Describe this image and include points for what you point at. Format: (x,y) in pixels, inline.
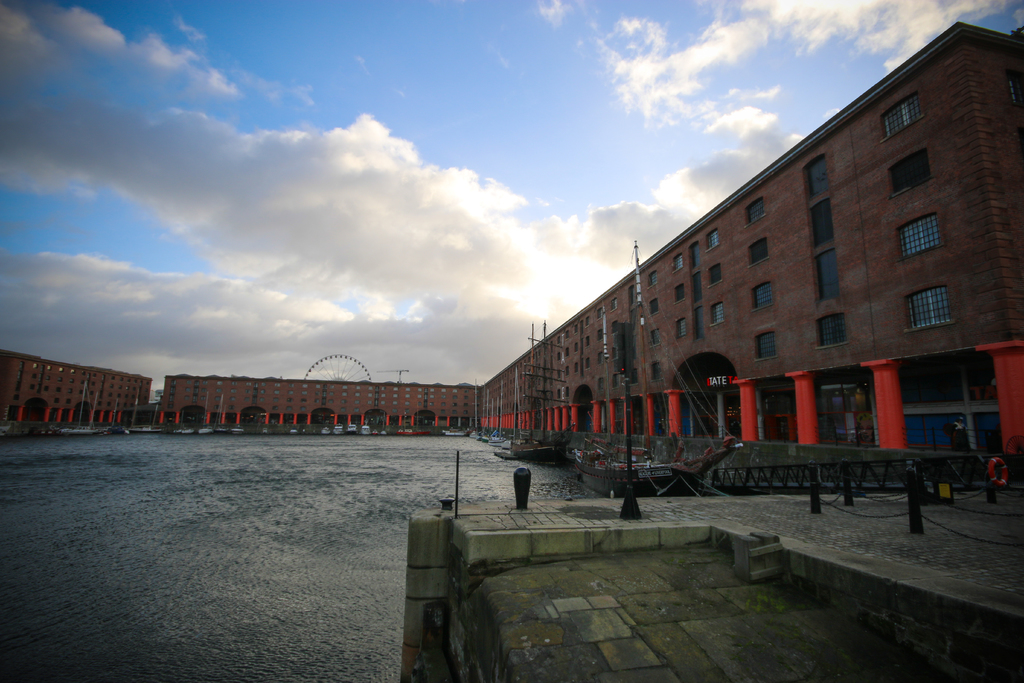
In this image we can see buildings (568,379), water (304,542) in between the buildings (797,337) and there are boats (524,460) on the water (256,483), in the background (345,368) there is an object (345,368) looks like a giant wheel (351,357) and sky (418,128) with clouds (327,172) on the top (418,201).
